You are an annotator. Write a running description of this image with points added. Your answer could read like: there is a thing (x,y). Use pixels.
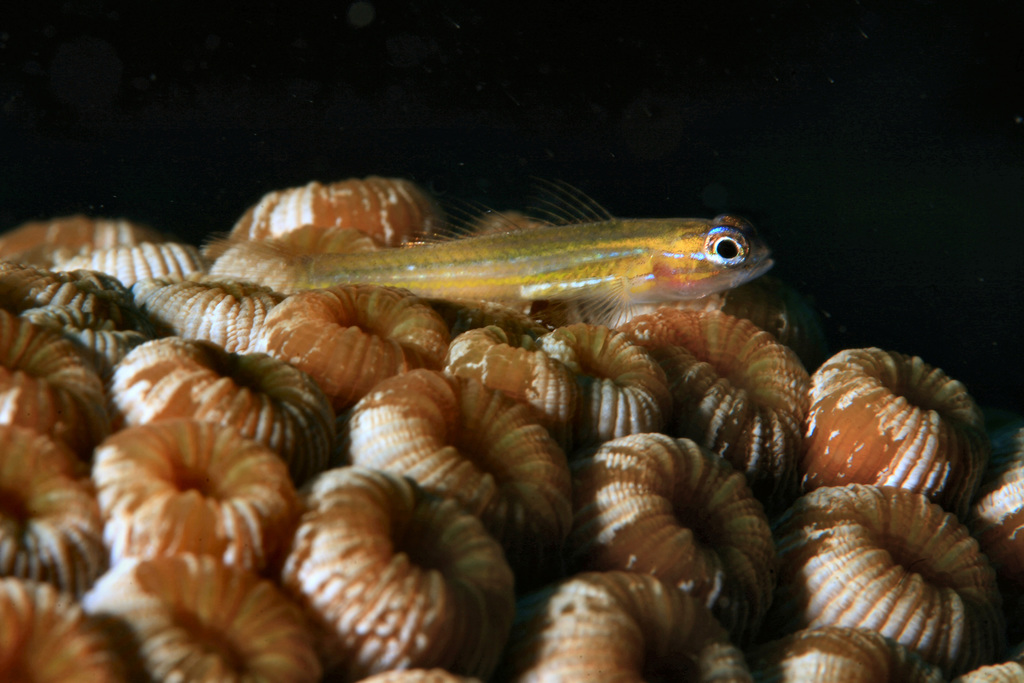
There are many round shaped shells like things (405,472). On that there is a fish (528,284).
